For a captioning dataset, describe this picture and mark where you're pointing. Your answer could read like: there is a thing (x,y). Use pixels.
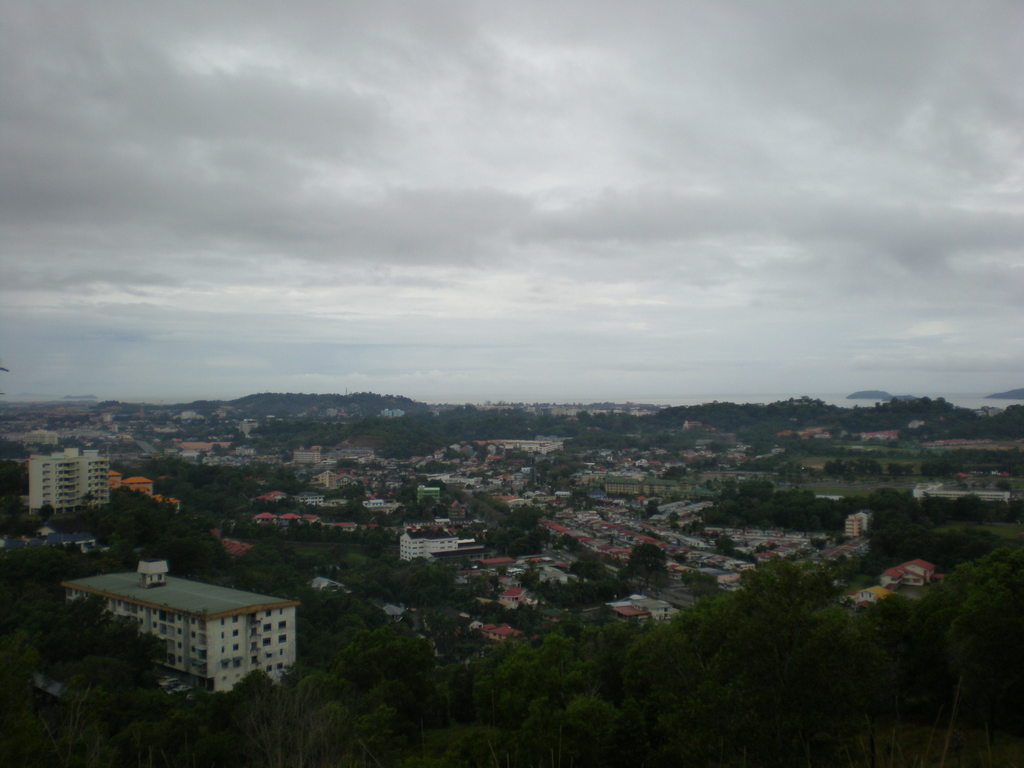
In this image at the bottom (952,578) we can see some trees (781,654), and in the middle (580,509) we can see some buildings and houses (569,495) and in the background (423,211) we can see the cloud (489,195).
